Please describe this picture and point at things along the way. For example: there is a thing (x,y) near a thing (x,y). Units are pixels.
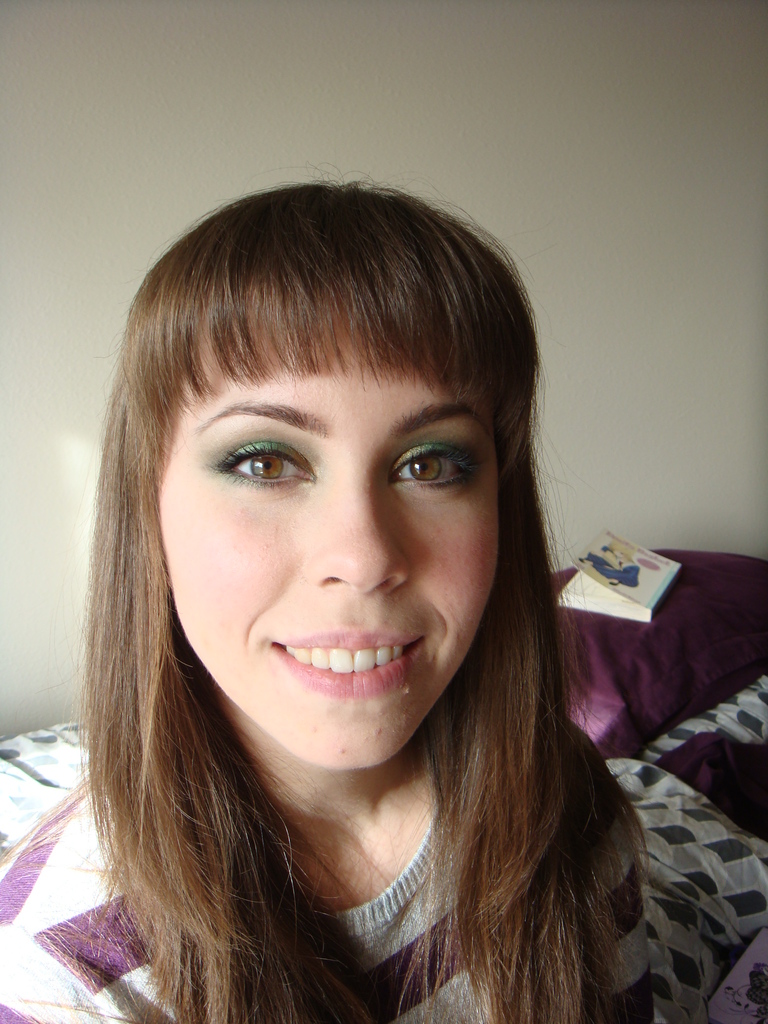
This image is taken indoors. In the background (359,107) there is a wall (491,190). In the middle of the image (304,509) there is a woman (397,648) and she is with a smiling face (283,671). On the right side of the image (700,748) there is a bed (686,797) with a bed sheet (686,797), a pillow (662,693) and a book (654,608) on it.
